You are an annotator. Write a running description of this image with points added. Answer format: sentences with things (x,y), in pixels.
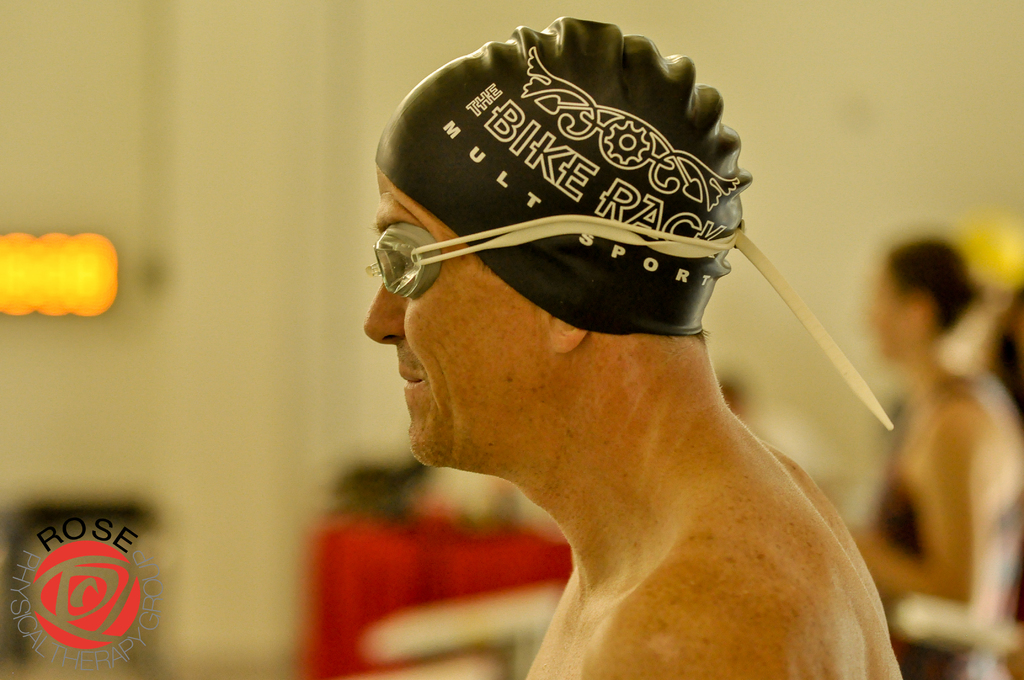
In this picture we can see a man (419,132) and there is a blur background (499,648).
